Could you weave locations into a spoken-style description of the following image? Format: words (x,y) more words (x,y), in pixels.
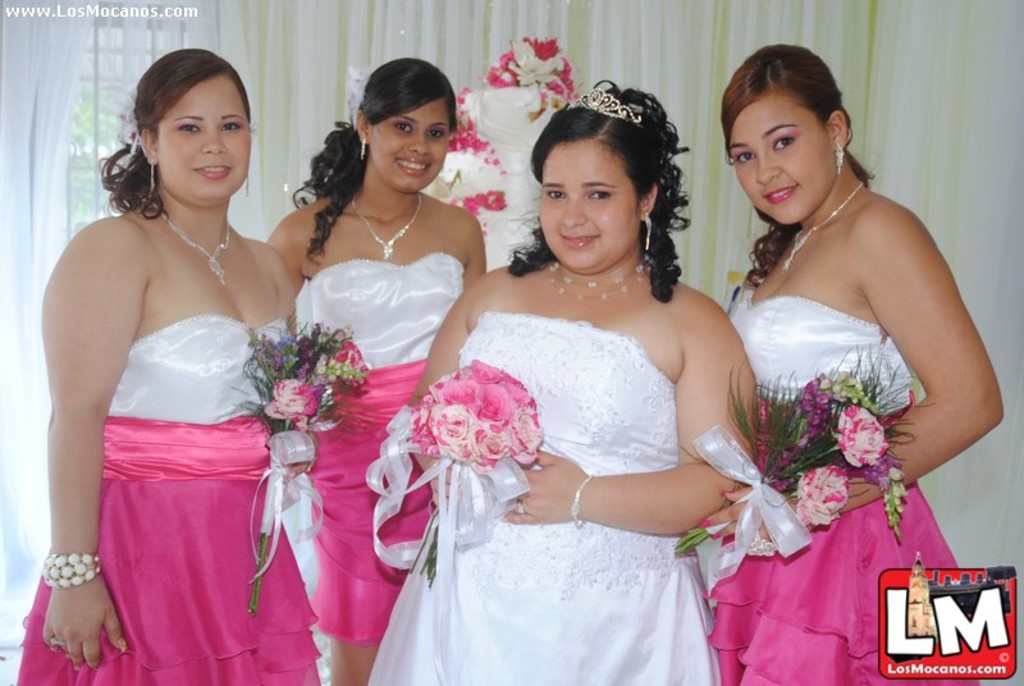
Here in this picture we can see a group of women (520,341) standing over a place and all of them are holding flower bouquets (327,412) and smiling over there and behind them we can see a curtain (1003,442) and we can see some decoration (480,177) present over there.
